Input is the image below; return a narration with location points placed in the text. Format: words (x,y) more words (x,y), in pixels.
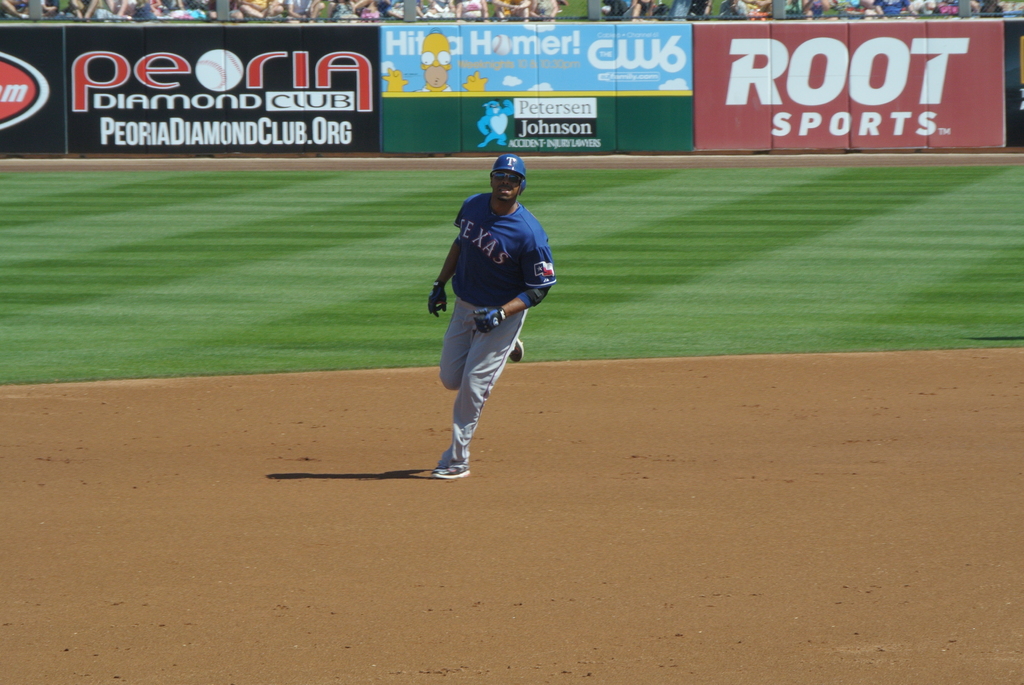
In this image we can see a man (462,434) is running in the ground (421,423). He is wearing blue color t-shirt (496,269), grey track (493,335) and blue helmet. Background of the image (385,198), grassy land (217,196), banners (251,99) and people (136,7) are there.
